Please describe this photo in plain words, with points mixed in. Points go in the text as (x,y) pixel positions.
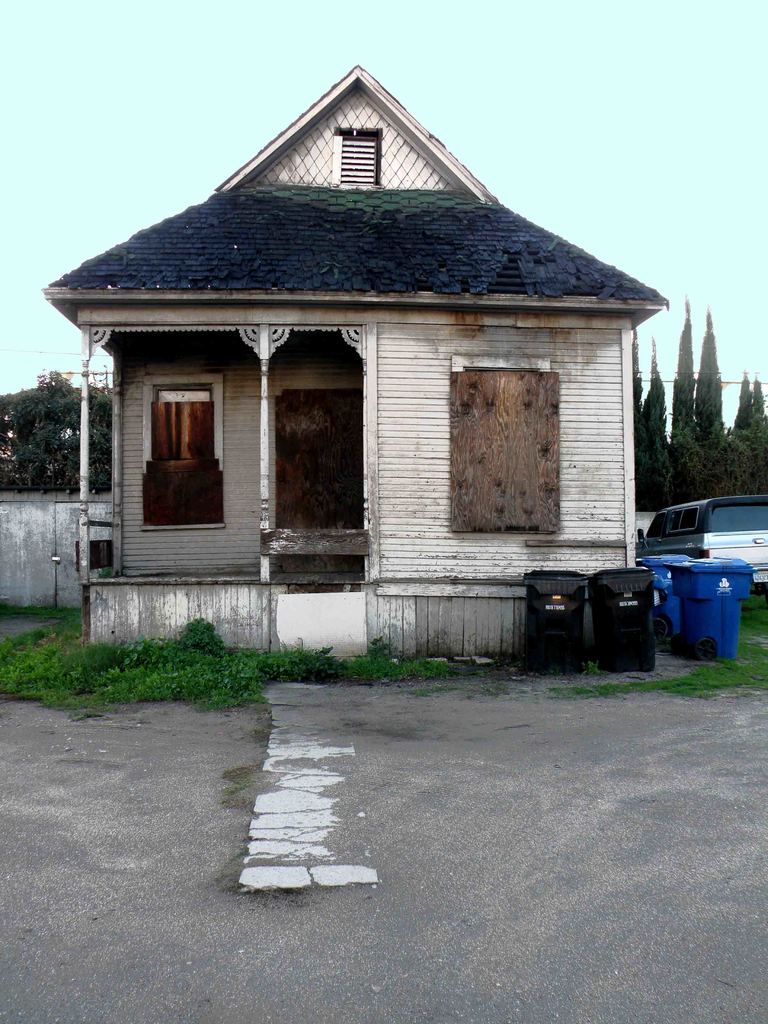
This image consists of a small house (378,496). On the right (647,641), there are dustbins (655,636) and a car (752,530). At the bottom (450,954), there is a road (270,900). In the background (57,417), there are trees (685,417). At the top (145,119), there is a sky (137,119).
